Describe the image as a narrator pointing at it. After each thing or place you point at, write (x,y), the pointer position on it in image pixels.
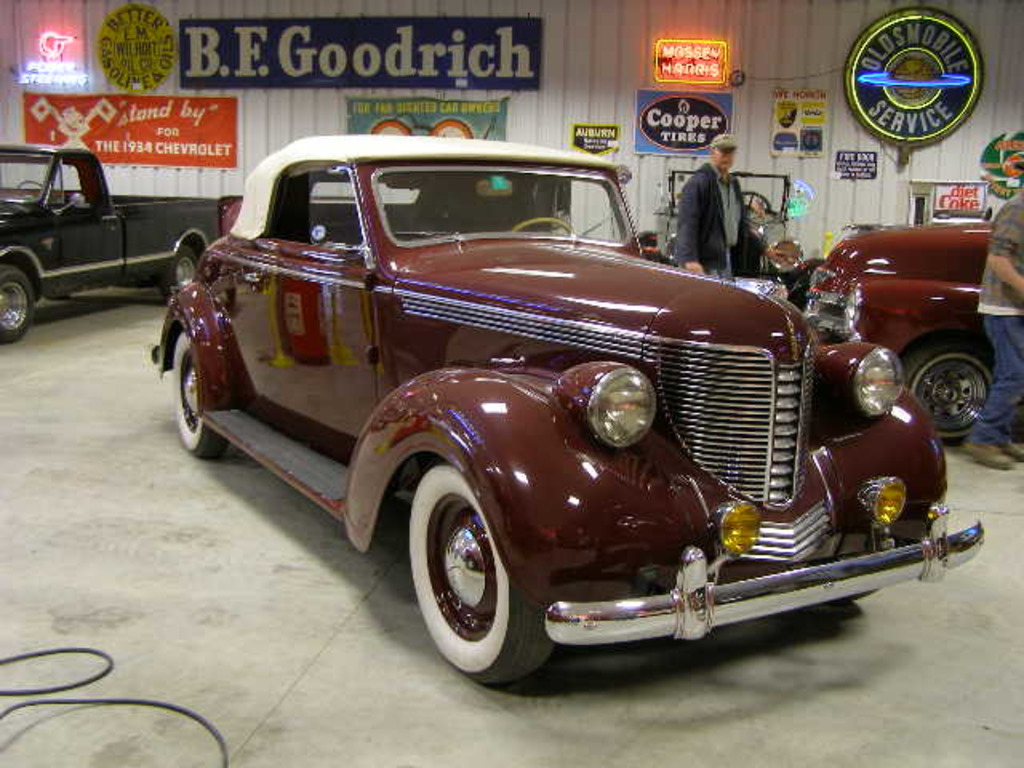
In this picture we can see people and vehicles (509,550) on the ground (302,504) and in the background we can see posters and some objects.
